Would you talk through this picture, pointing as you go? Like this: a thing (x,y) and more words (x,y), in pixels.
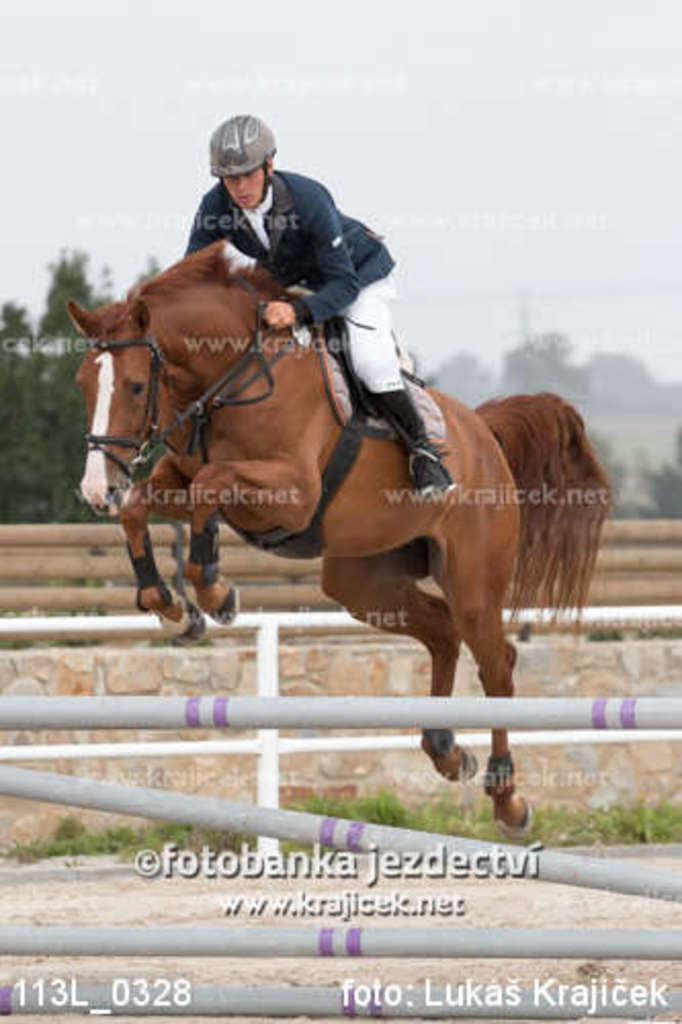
This is an edited picture. In this image there is a man (409,392) sitting on the horse (116,322) and the horse (450,447) is jumping. In the foreground (222,720) and at the back (125,596) there are railings (105,616) and there are trees (44,458). At the top (345,99) there is sky (409,113). At the bottom (254,836) there is ground (122,886) and there are plants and there is text (300,898).
